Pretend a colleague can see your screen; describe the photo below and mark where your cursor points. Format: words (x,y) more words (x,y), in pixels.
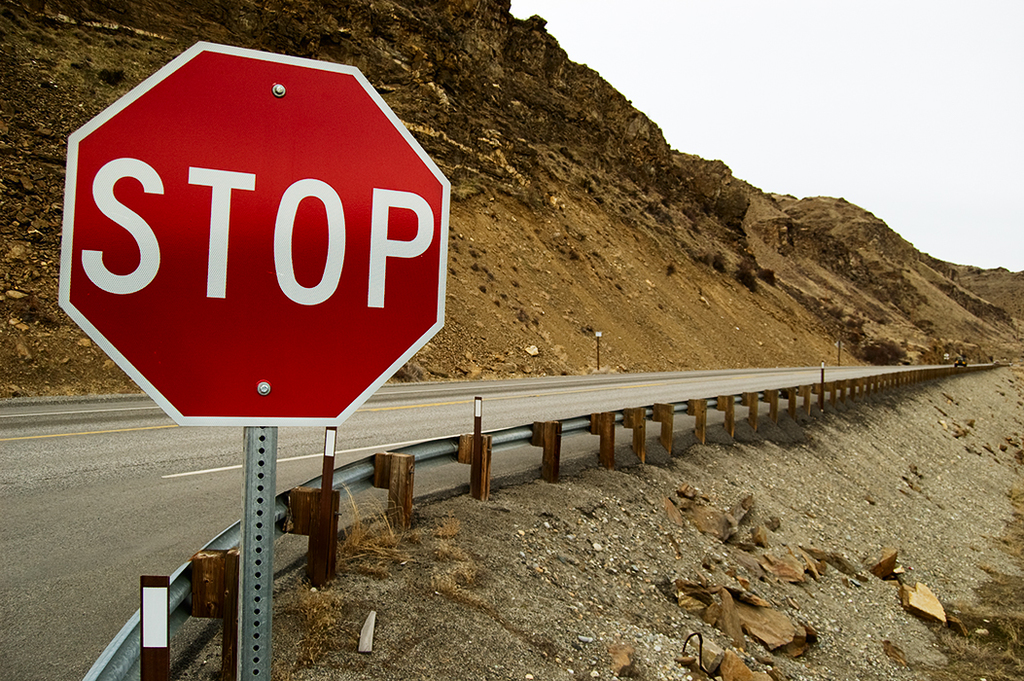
In this image there is a caution board (264,339) on the left (255,626). Behind the caution board (276,346) there is a road (668,378). Beside the road (738,383) there is fence (703,424). At the bottom (732,547) there is sand (800,546) on which there are stones (785,567). In the background (511,76) there is a hill (504,76) with the sand (549,242).
